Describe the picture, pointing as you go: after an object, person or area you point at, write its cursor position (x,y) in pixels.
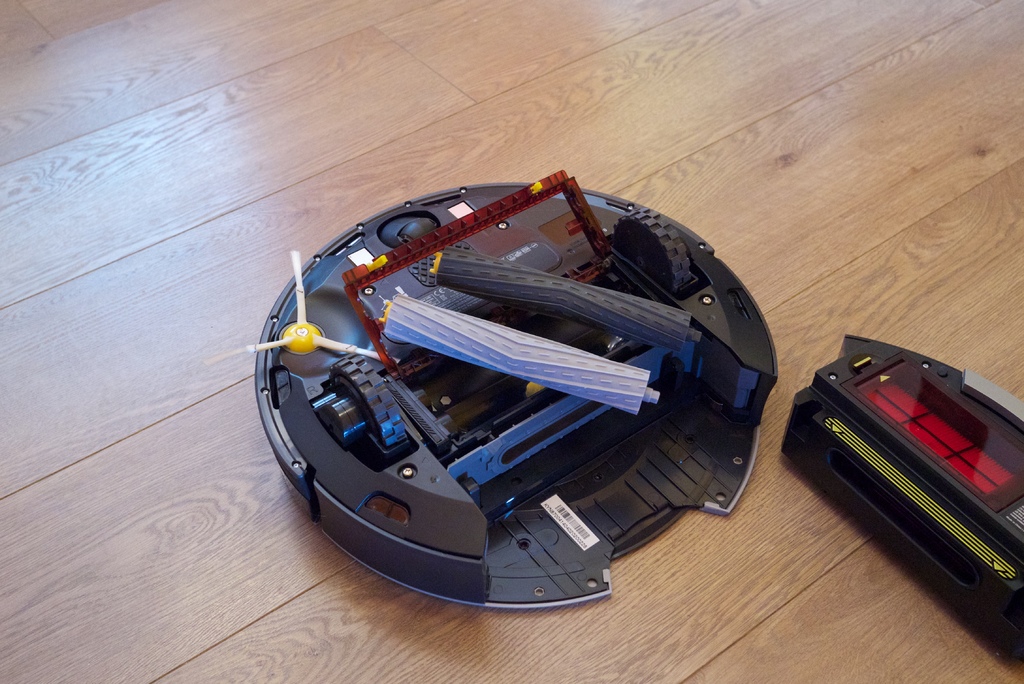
There are two electronic devices (512,401) on a wooden surface (231,387).
